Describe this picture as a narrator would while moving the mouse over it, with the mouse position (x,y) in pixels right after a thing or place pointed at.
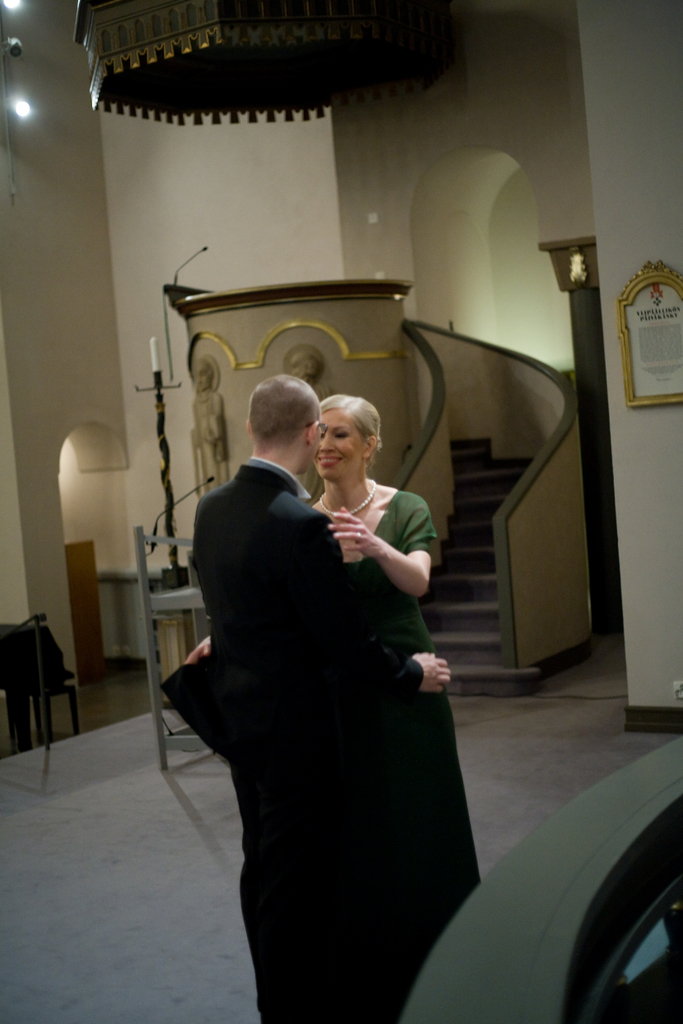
In this image we can see one man (262,445) and one woman (350,463). And we can see the stairs (486,579). And we can see the wall sculptures (206,428). And we can see the lights (27,110). And At the top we can see one object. And on the left (52,654) we can see one object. And in the bottom right hand corner (588,898) we can see one object (635,856). And we can see wall painting (659,332). And we can see the cupboard (84,658). And we can see one object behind them.
